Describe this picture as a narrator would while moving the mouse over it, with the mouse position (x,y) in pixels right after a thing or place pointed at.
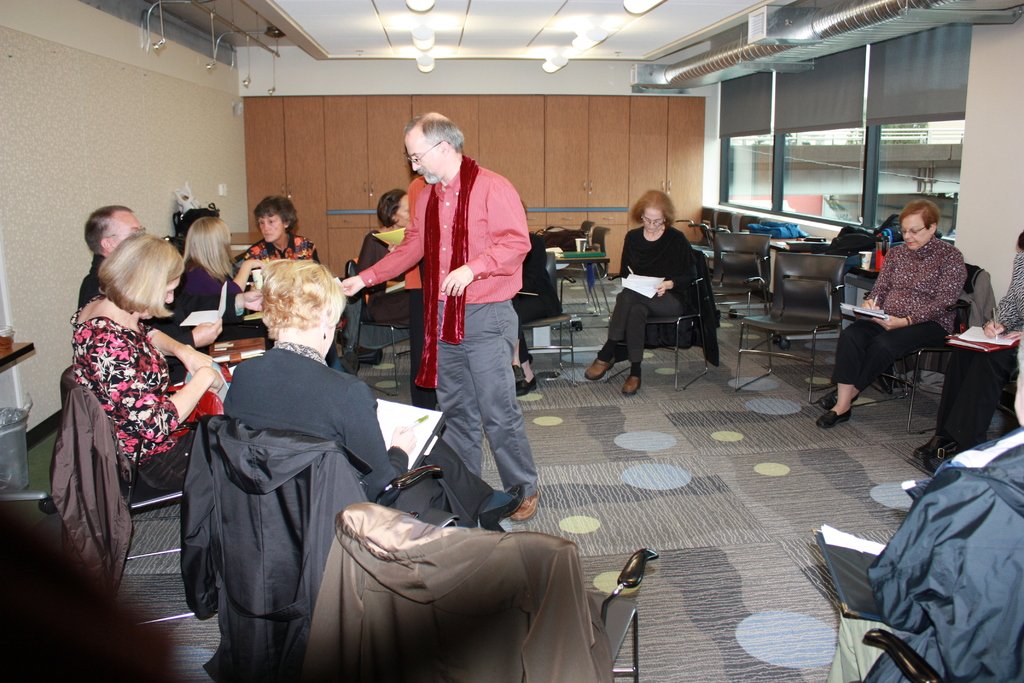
There are group of people (249,270) sitting on the chairs (429,474) and holding papers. These are the jerkins (262,457), which are hanging on the chairs (601,612). I can see two people (429,199) standing. These look like the cupboards (377,135) with the wooden doors (554,146). I can see the ceiling lights (551,64) attached to the roof (475,55). These are the windows (833,155) with the glass doors (855,157). On the left side of the image (3,463), that looks like a dustbin (15,449), which is under the table (9,349). These are the kind of curtains (871,106) hanging to the hanger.
